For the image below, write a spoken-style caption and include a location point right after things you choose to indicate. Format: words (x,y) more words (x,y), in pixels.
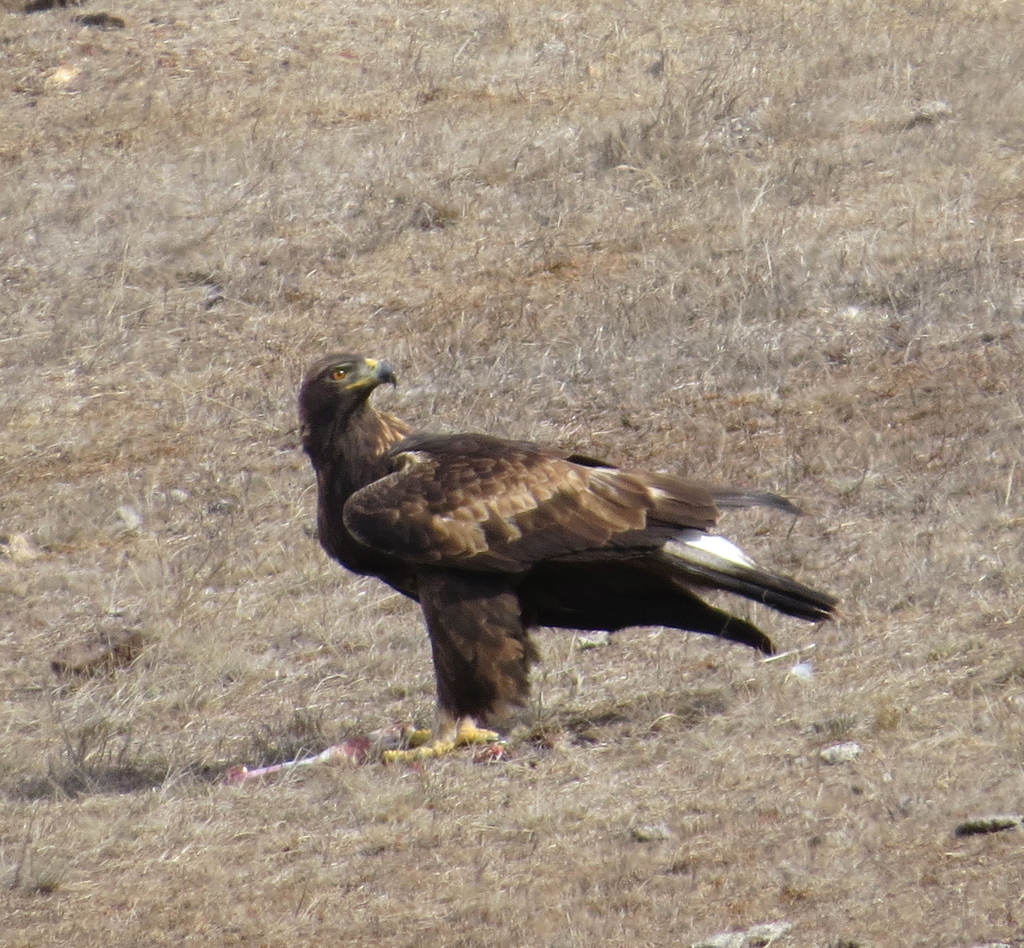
This image is taken outdoors. At the bottom of the image (589,777) there is a ground (649,781) with grass (394,628) on it. In the middle of the image (516,520) there is an eagle (491,658) on the ground (42,717).
